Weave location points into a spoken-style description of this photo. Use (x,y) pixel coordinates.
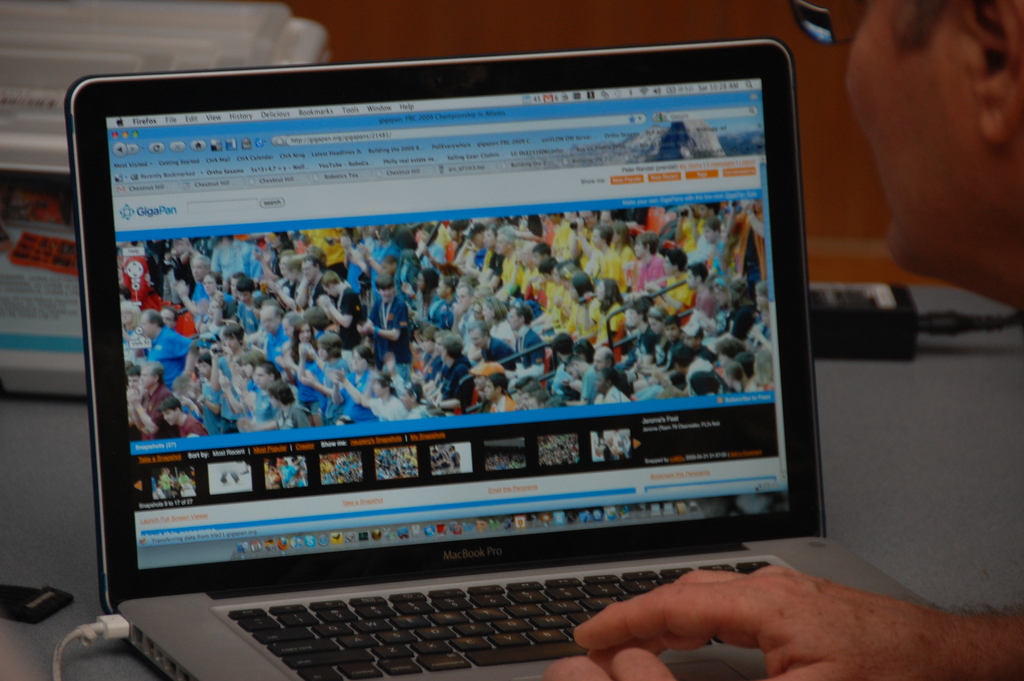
In this image I can see a person (763,592) and a laptop (96,409). On laptop screen (328,284) I can see number of people (385,337) and I can see most of them are wearing yellow and blue colour dress (312,366). I can also see this image is little bit blurry from background (32,52).
